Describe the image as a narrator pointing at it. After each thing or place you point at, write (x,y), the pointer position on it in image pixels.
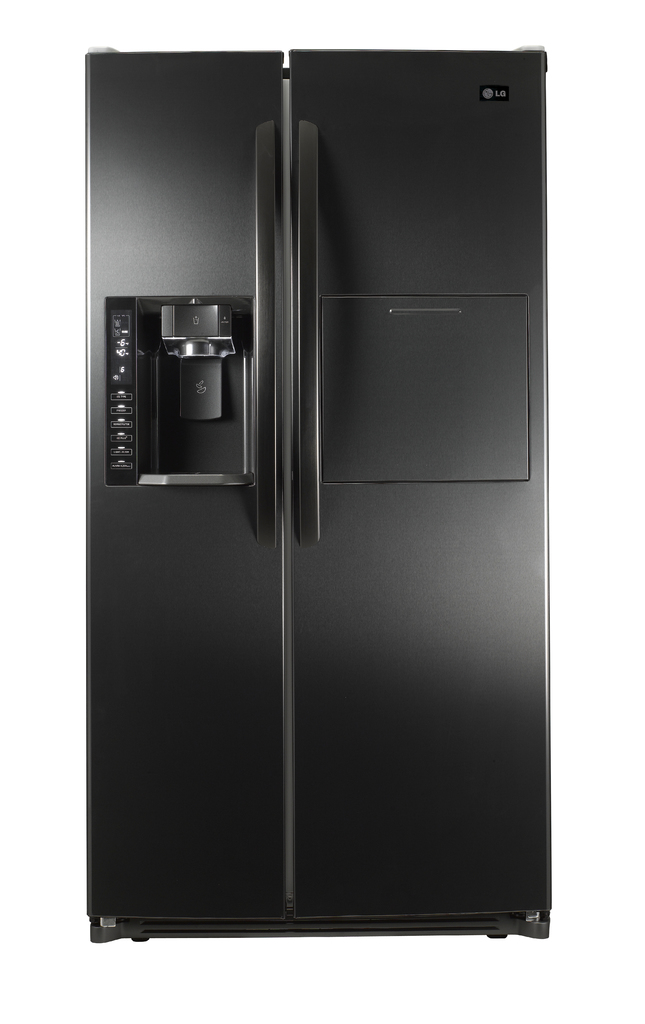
In this picture we can see a refrigerator (412,526), there are door handles (313,376) in the middle (301,407), we can see a logo (503,89) at the right top of the picture (497,96).
